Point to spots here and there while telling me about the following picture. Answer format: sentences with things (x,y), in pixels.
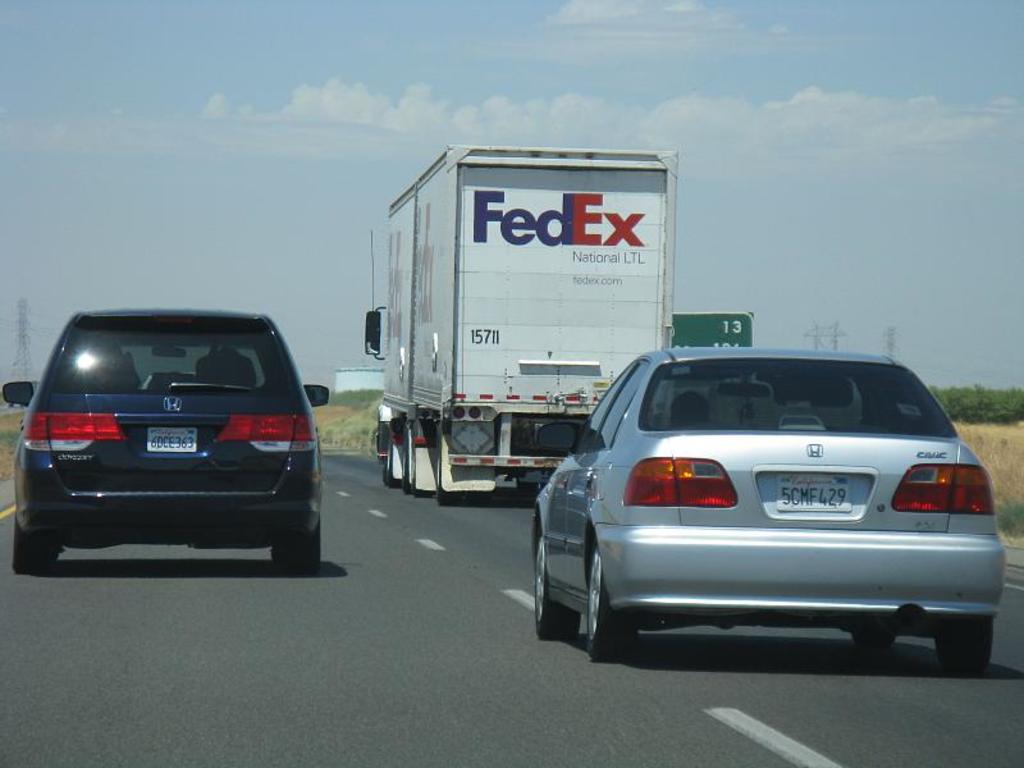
In this image there are a few vehicles (514,408) moving on the road (398,593), in the background (695,326) there is a building (364,382), towers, board (712,331) with some text (734,331) and the sky (325,223).
